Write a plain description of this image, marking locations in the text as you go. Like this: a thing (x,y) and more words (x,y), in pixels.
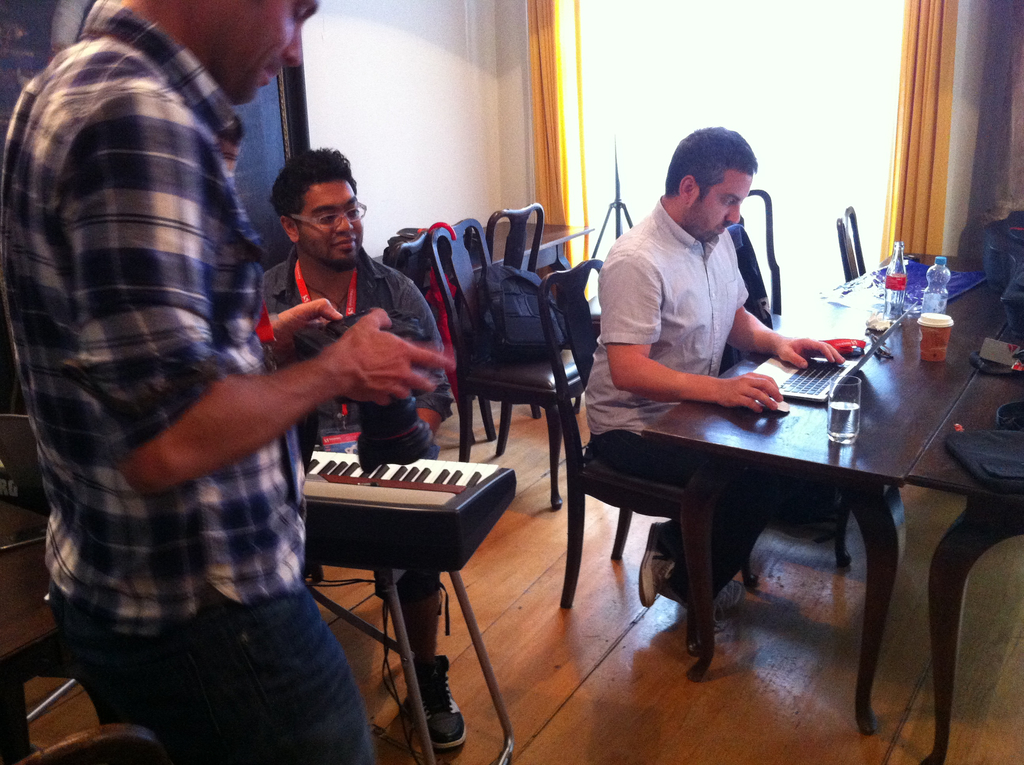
In this image we can see three men (645,358). Here we can see a man (666,315) sitting on the chair (553,331) and he is working on a laptop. Here we can see the wooden table (876,386). Here we can see a laptop (809,361), a mouse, water bottles (897,275) and a glass of water (840,440) are kept on the table (919,344). Here we can see another man (337,270) sitting on the chair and he is smiling. Here we can see the piano (428,488) on the stand (390,585). Here we can see another man (243,281) on the left side (225,427) and he is holding the camera (404,455) in his hands (395,387). Here we can see a bag (531,317) on the chair (514,245). Here we can see the glass window (626,129) and here we can see the curtains (912,109).
